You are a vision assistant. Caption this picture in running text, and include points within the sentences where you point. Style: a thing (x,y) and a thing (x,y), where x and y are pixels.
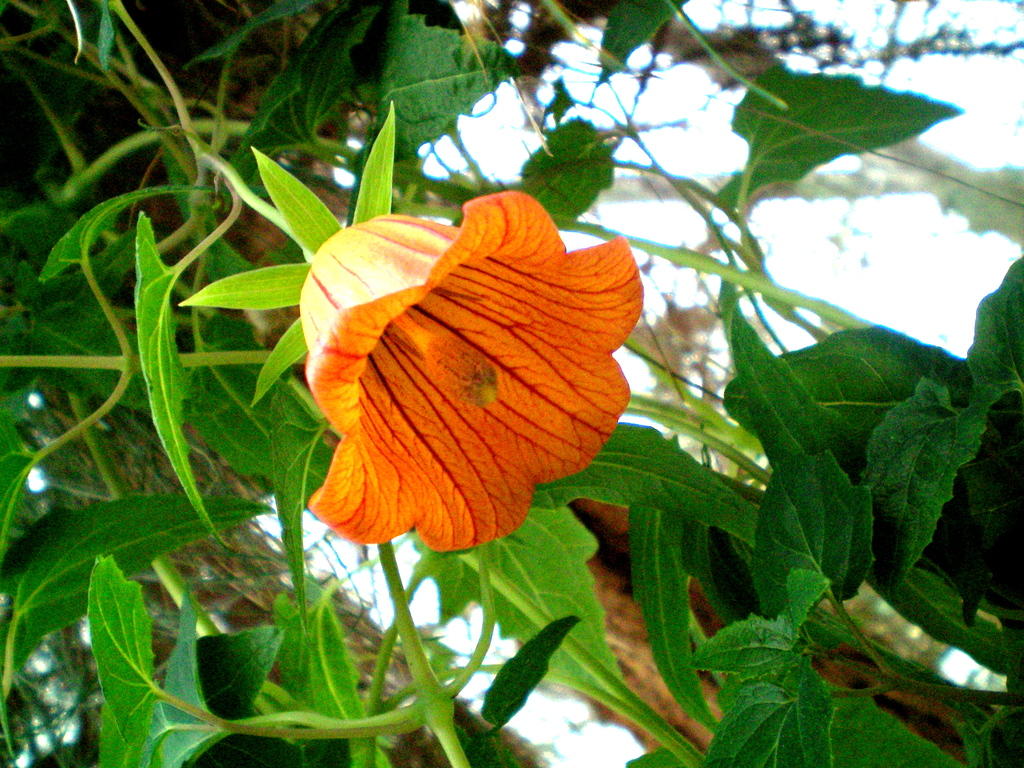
This image consists of a flower (430,359) in orange color. In the background (655,577), there are green leaves (295,481). And we can see the sky (719,131).
